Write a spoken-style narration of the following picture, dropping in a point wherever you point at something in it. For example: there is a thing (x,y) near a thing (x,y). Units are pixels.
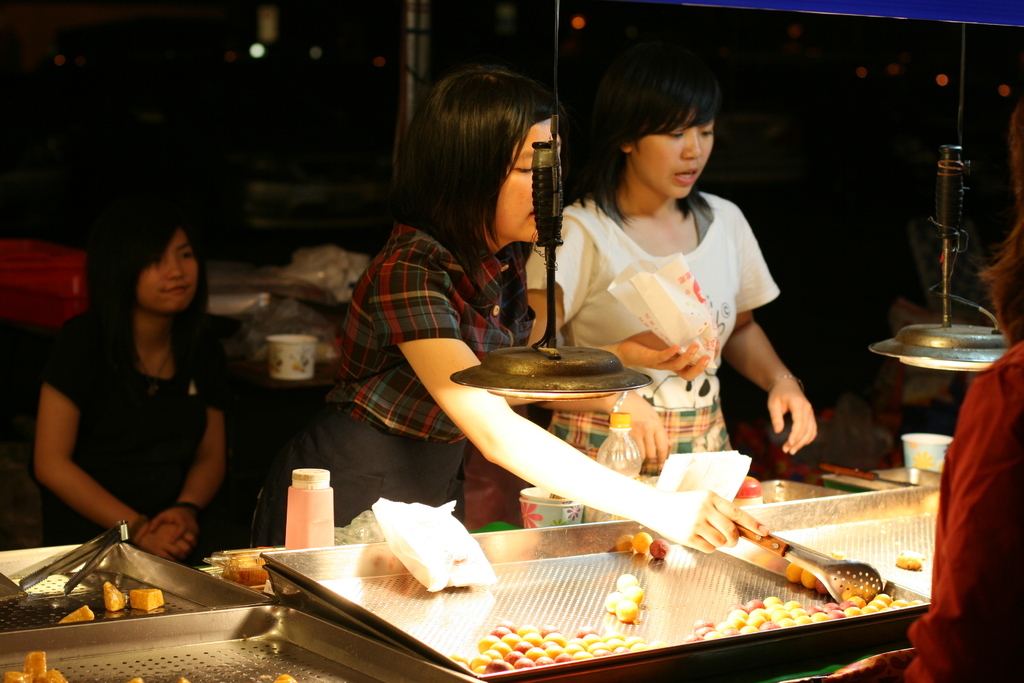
In this picture I can observe three women (392,421). Two of them are standing in front of a desk (607,552). The background (200,171) is completely dark.
